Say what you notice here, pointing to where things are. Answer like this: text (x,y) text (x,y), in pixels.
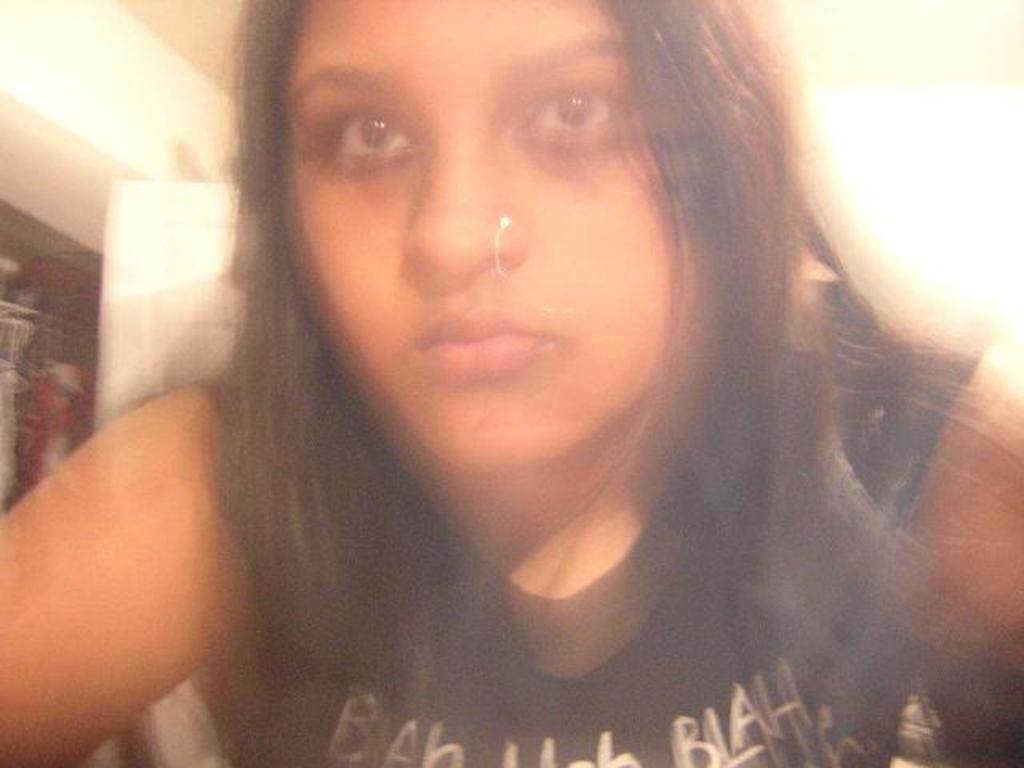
This is a close image of a woman (652,583) wearing clothes (636,612) and nose ring (506,234) and the background (847,149) is blurred.
